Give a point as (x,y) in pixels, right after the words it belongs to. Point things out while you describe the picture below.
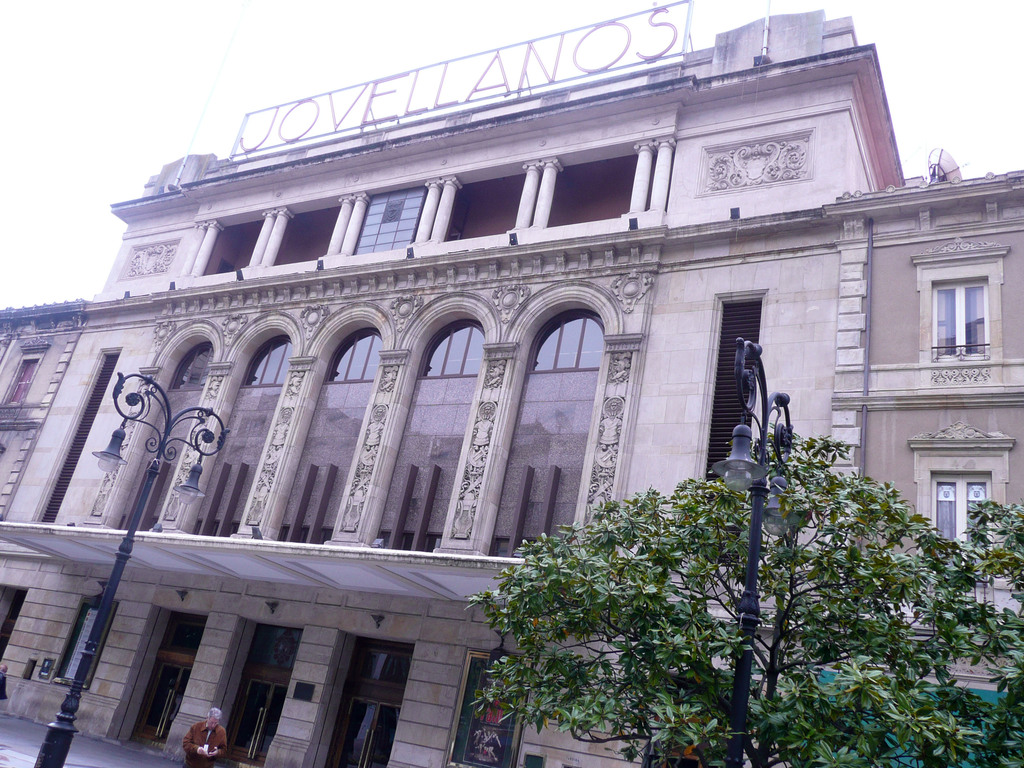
This picture might be taken from outside of the city. In this image, on the right side (927,664), we can see a tree (968,591) and a street light (756,583). On the left side (77,687), we can see a street light (39,761) and a man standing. In the background (475,465), we can see a building (768,385) and glass window (467,325). At the top (161,16), we can see a sky (103,175).
